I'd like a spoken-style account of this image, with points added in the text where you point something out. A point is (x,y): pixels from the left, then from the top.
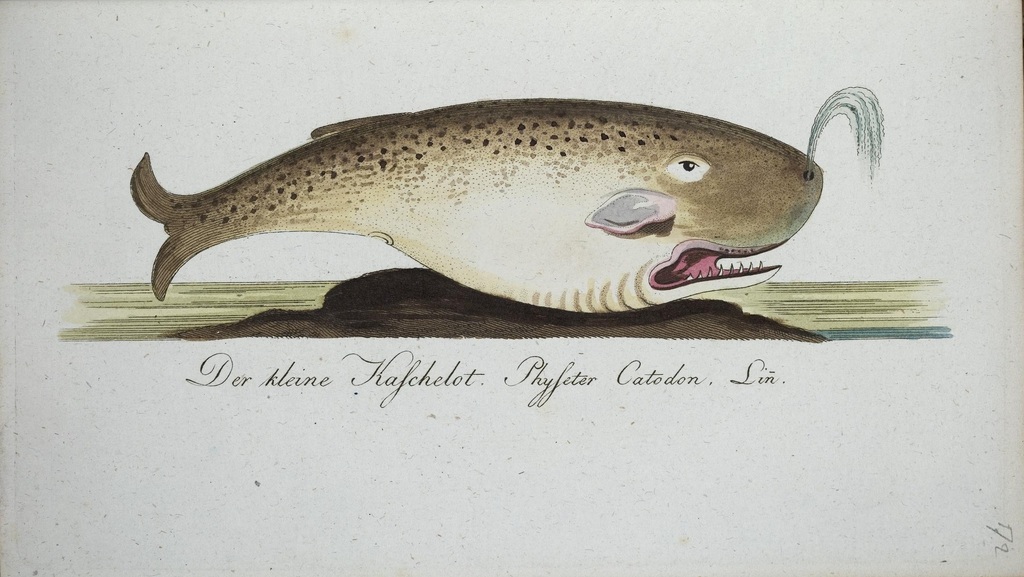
In this image there is a picture of whale (582,302) and water (909,306) on the paper (923,303). At the bottom (399,393) there is text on the paper (895,356).
